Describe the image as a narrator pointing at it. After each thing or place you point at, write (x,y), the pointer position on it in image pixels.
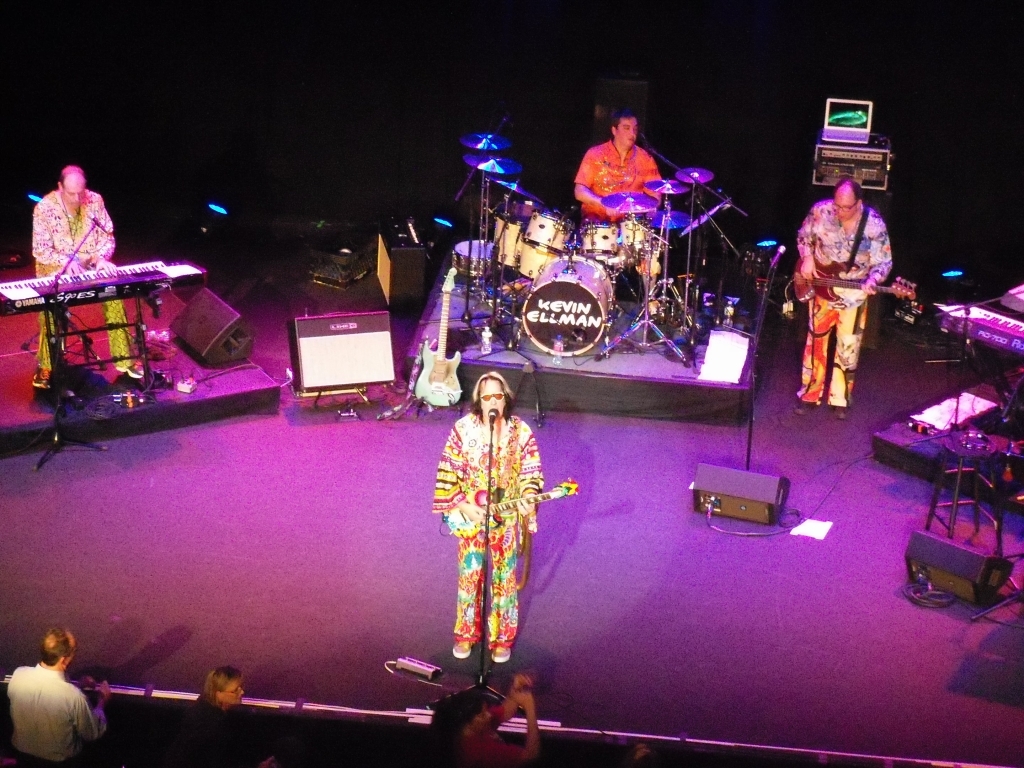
There are people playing musical instruments (619,206) and we can see devices (298,382) and guitar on the floor (932,354). We can see microphones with stands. In the background (871,38) it is dark and we can see electrical devices (854,167). These are audience (483,751).
